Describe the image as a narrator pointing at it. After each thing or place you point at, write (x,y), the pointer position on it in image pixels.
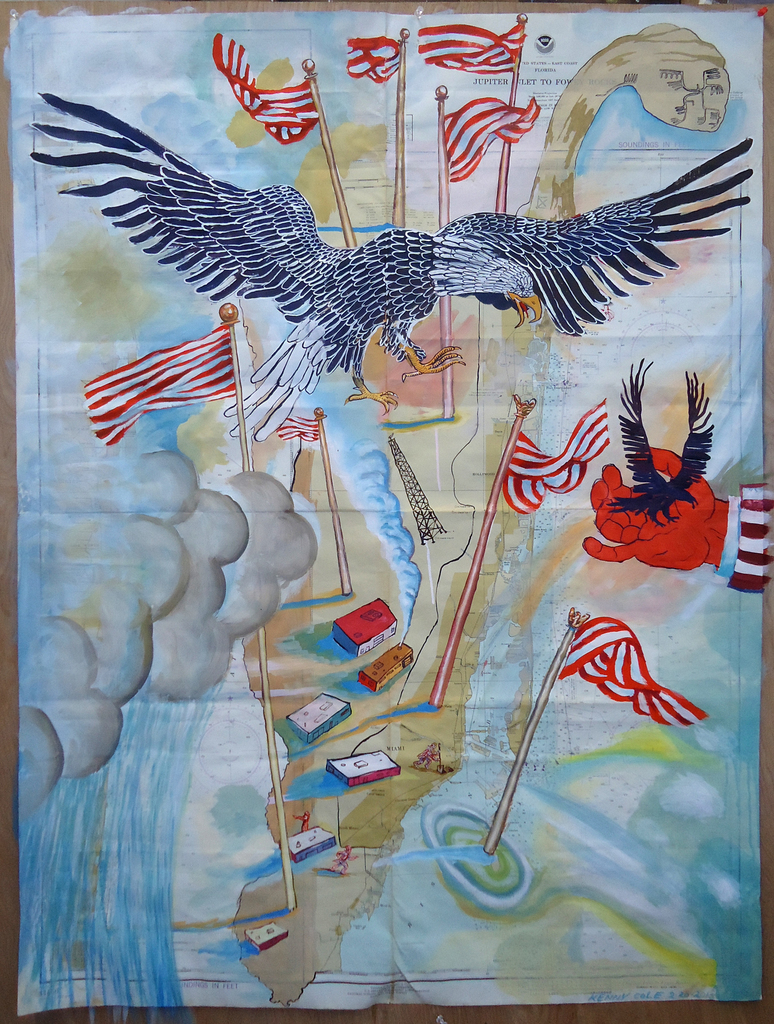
This image consists of a poster (194,308). In which we can see the flags (589,439). And an eagle (419,349). It looks like a painting.
